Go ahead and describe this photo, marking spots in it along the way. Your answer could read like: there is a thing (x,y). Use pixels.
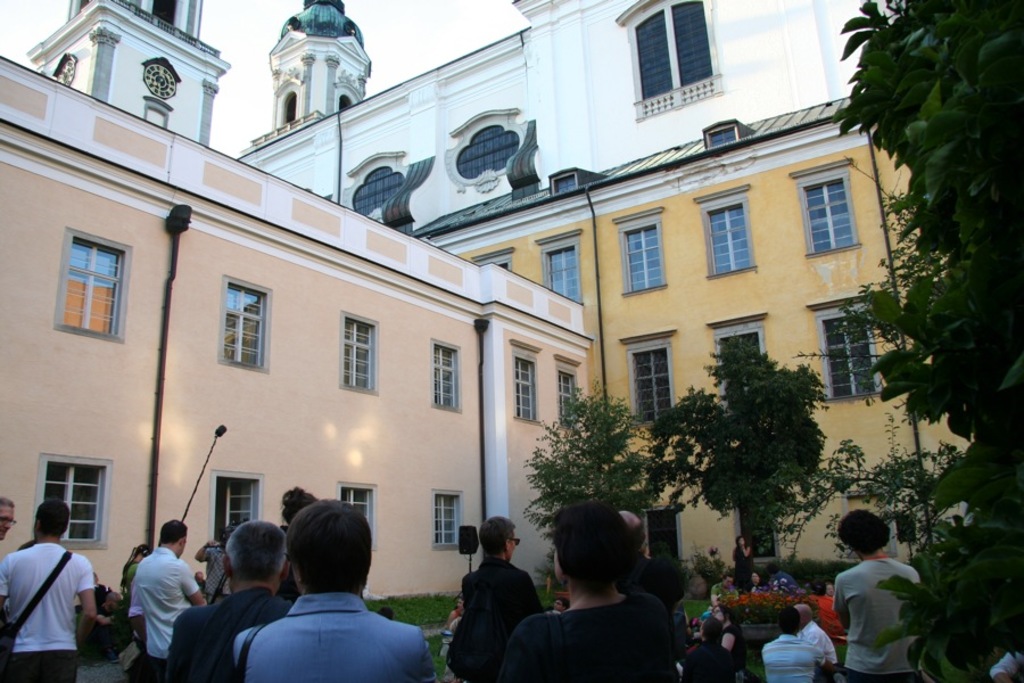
In this picture we can see a group of people (172,588) where some are sitting and some are standing, speakers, trees (820,480), buildings (515,516) with windows (452,395) and in the background (459,4) we can see the sky (470,20).
